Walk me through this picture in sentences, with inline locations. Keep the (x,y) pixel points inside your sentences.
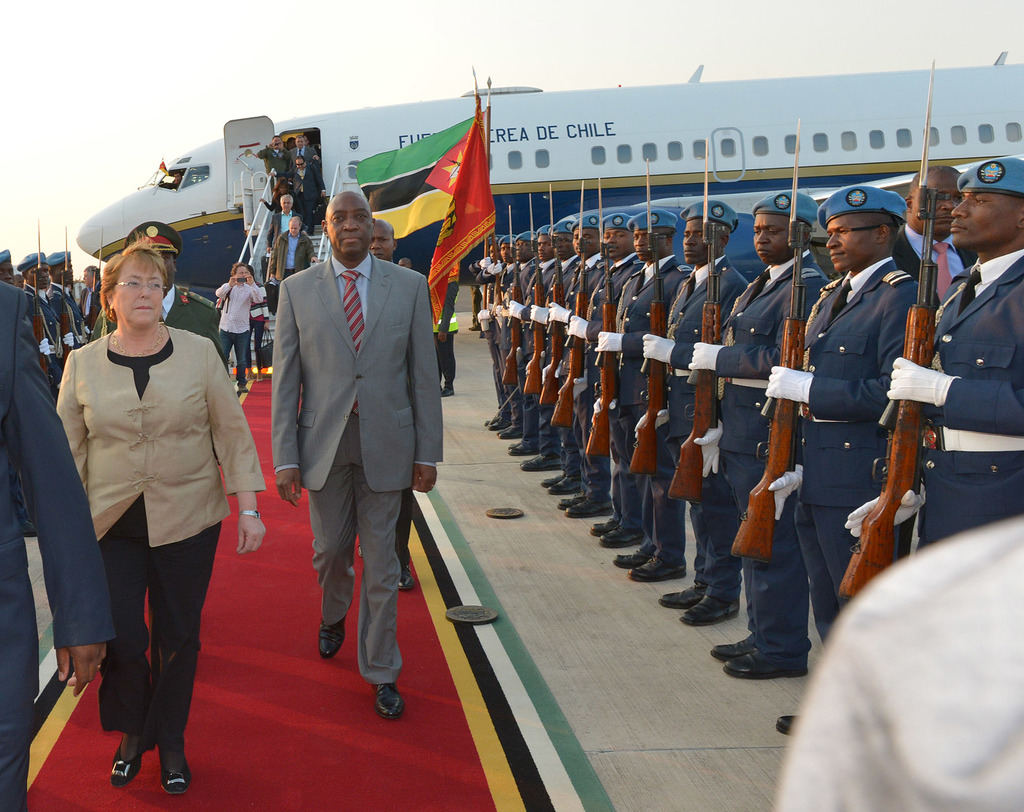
On the left side (309,657) there is a red carpet (312,655). On that few people (205,319) are walking. On the right side (683,293) there are many people (683,293) wearing caps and gloves (659,355) are holding guns (603,324). In the back (455,184) there are flags (452,127). Also there is a flight (338,123) with windows (596,157), steps (261,246) and railings (249,236). There are few people (281,180) walking on the steps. On the left side (58,320) there are few people (47,299) wearing caps (28,266) and gloves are holding guns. In the background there is sky (20,249).
